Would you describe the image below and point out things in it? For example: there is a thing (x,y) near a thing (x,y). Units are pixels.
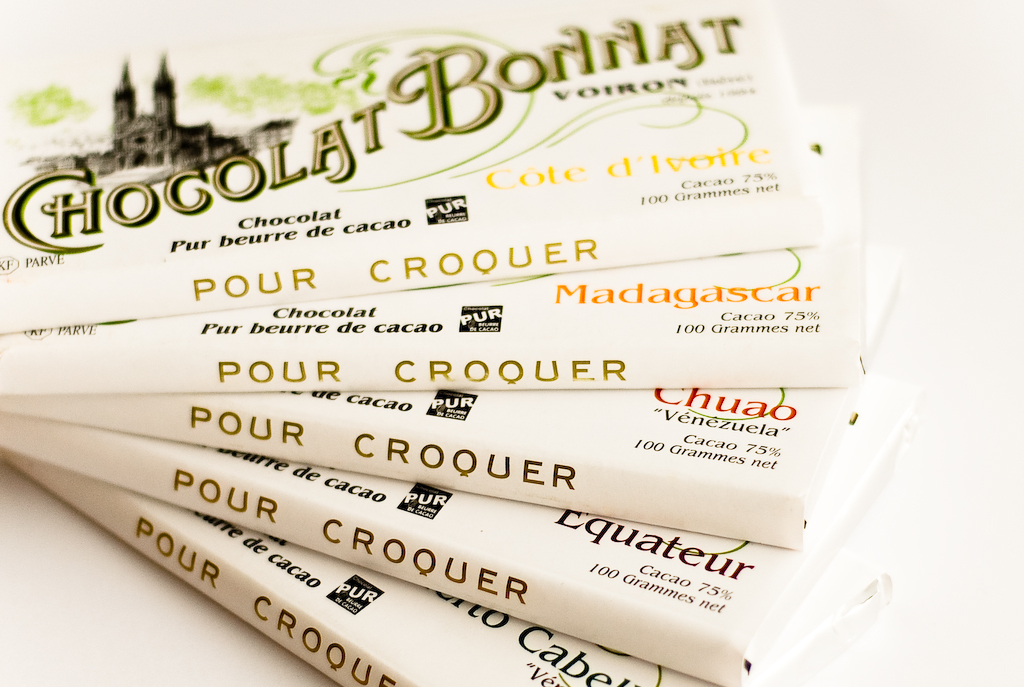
There are chocolate bars (821,147) arranged on a surface (947,384). And the background (951,277) is white in color.
